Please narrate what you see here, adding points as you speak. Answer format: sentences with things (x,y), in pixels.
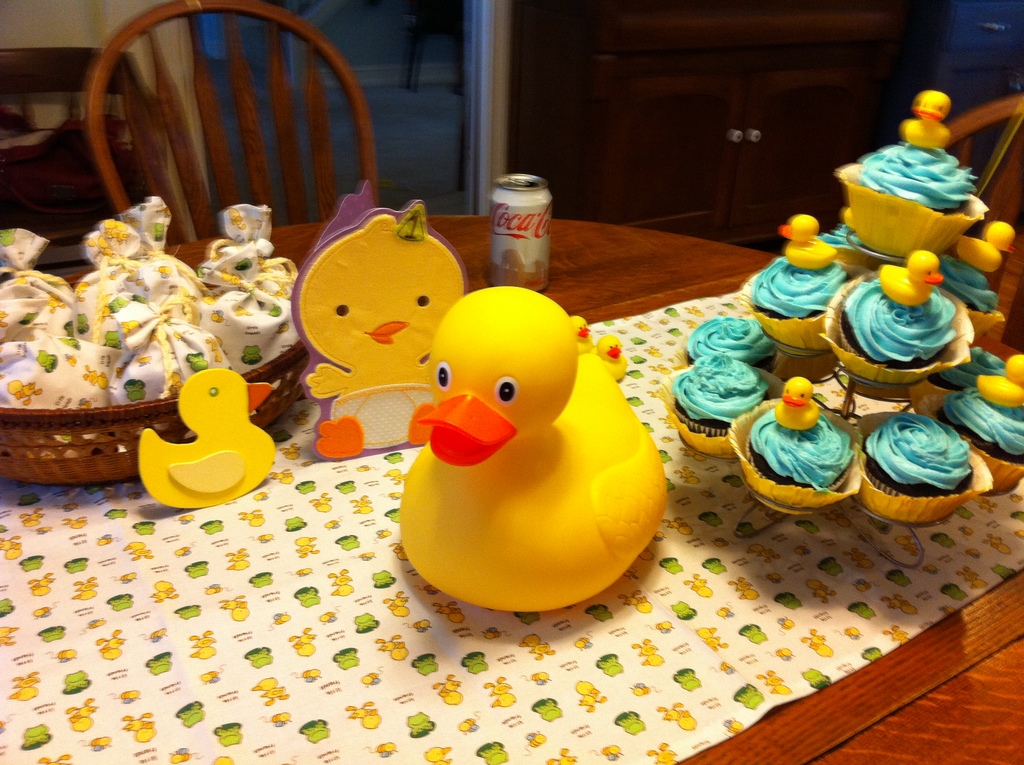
In this image I can see a table (698,532) and few chairs (255,165). On this table (86,505) I can see cupcakes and few toys (533,307). I can also see a can (531,178).
